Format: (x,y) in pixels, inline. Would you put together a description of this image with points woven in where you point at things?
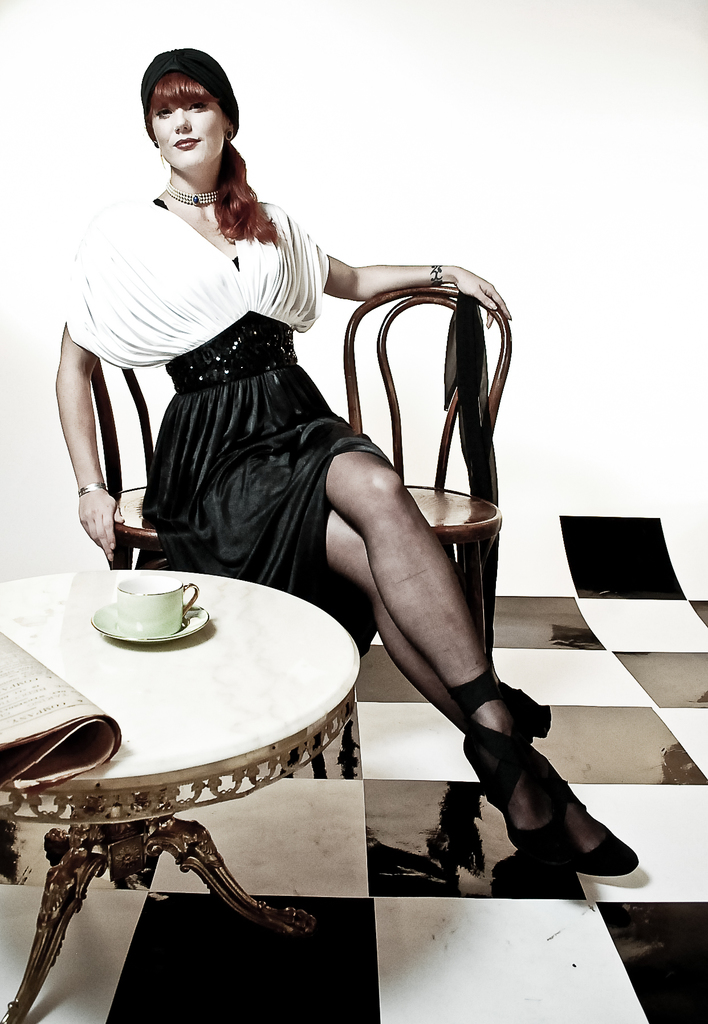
there is a floor (576,768) and the woman (445,626) is sitting on the chair (130,492) the cup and saucer (178,634) is placing on the table (161,667) and woman (211,497) is wearing the black skirt (271,434) and white shirt (187,302) and she is staring and she is wearing the necklace (184,202) and she is wearing the shoes (530,750).
